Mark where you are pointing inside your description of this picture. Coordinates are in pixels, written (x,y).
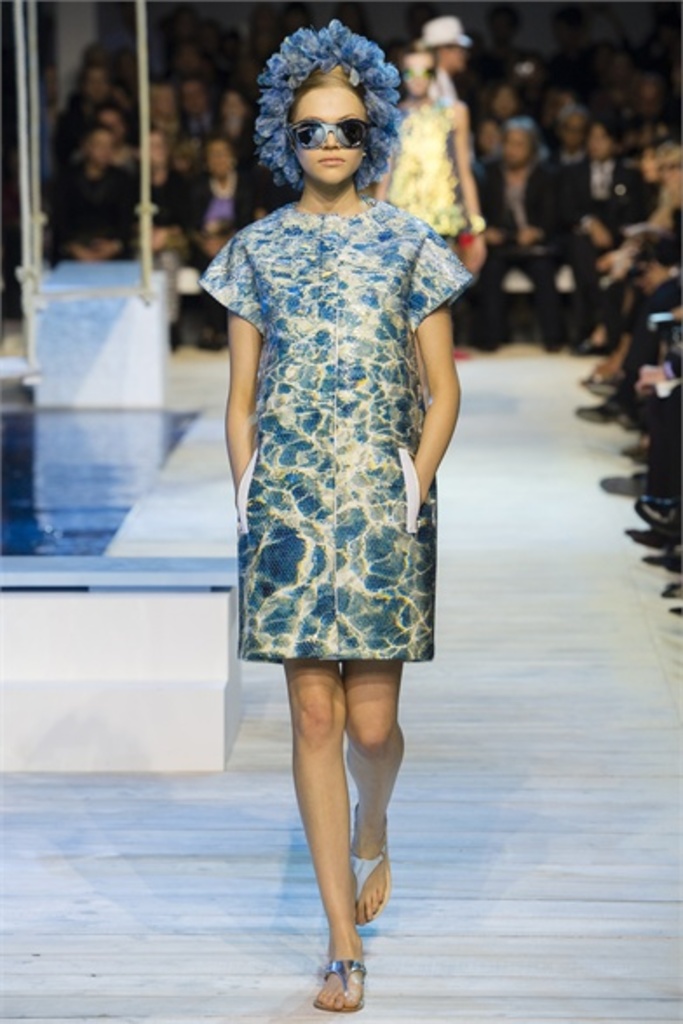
In this picture there is a woman (253,434) who is doing ramp walk. In the back (467,212) I can see another woman (479,222) who is wearing yellow dress (426,167) and she is also doing a ramp walk. Beside her I can see many people (637,191) who are wearing the black suits (500,265) and they are sitting on the chair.
